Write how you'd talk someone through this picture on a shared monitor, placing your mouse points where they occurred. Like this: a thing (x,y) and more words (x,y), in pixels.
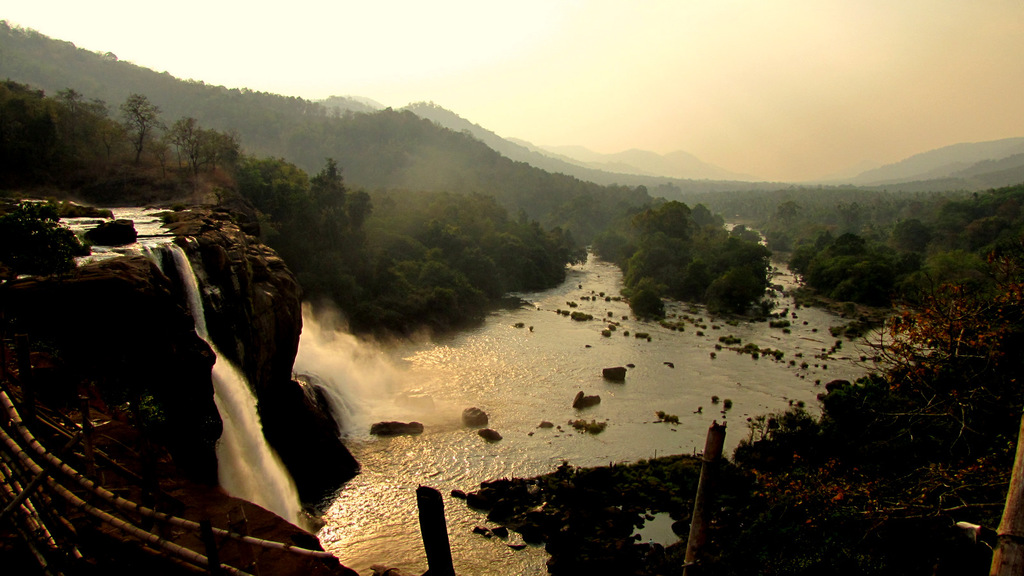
In this image I can see water (507,339), waterfall (323,359) and number of trees (467,302). I can also see few ropes (67,521) and few poles (447,574) over here.
